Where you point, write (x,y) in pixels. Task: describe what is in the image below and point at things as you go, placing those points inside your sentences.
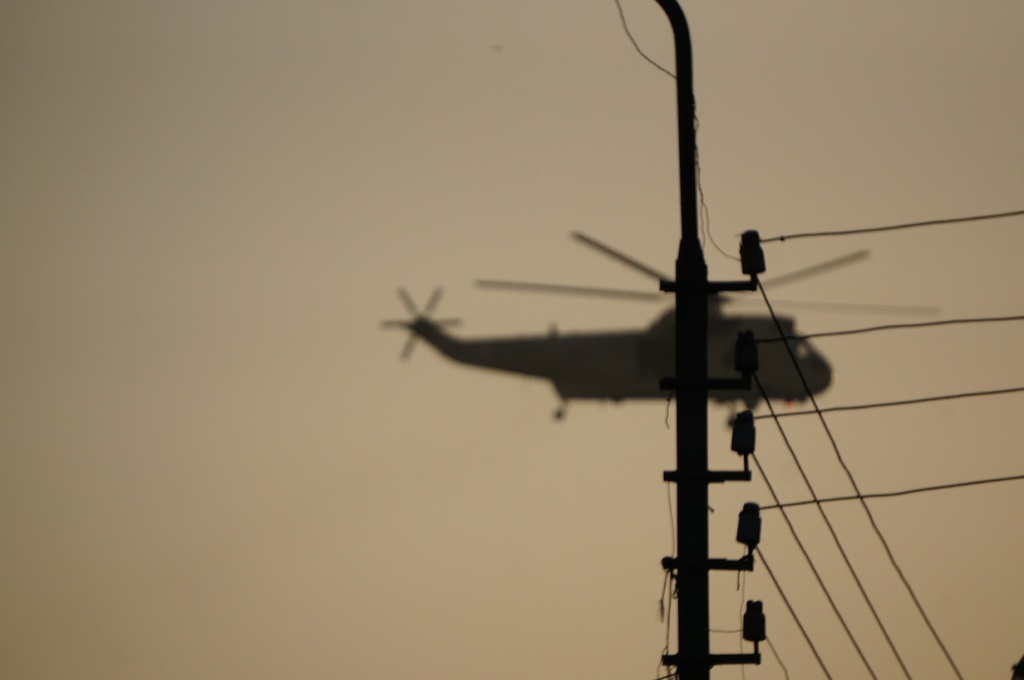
In this picture we can see a pole (702,601), wires (905,227), some objects (748,385) and in the background (714,554) we can see a helicopter (401,325) flying in the sky (427,357).
